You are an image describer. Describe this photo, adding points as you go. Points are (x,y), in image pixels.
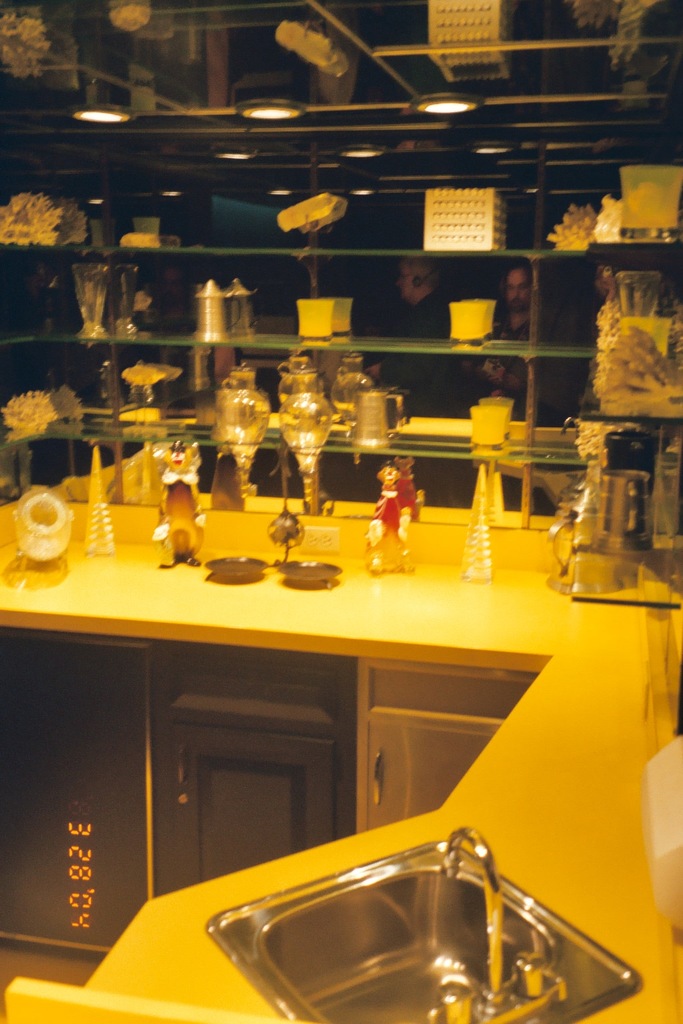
In this image we can see some objects (564,234) placed in the shelves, two dolls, some objects (467,570) and a sink (399,887) on a counter-top (580,897). We can also see the cupboards (185,847), some digital numbers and some ceiling lights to a roof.
